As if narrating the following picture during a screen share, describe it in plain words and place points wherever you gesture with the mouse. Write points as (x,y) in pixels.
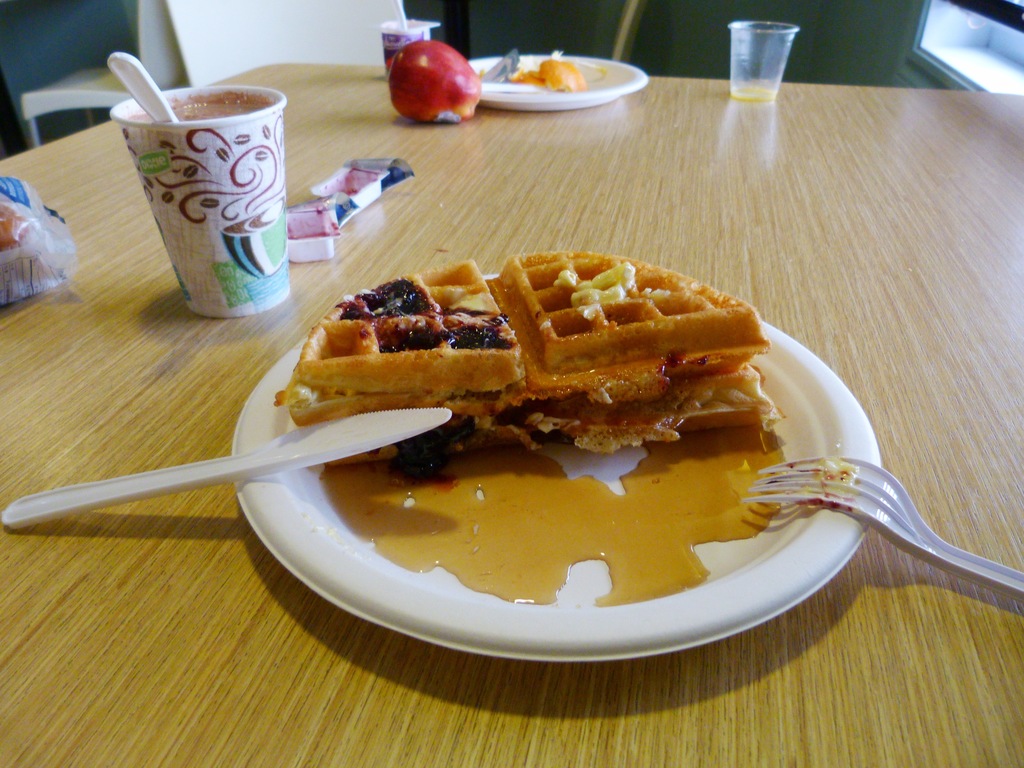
In this image there is a table (427,265) and we can see glasses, plates (496,99), apple (449,79), covers (321,190), fork (788,481), knife (171,481) and waffles (520,345) placed on the table (413,689). In the background (70,91) there is a chair (149,40).
